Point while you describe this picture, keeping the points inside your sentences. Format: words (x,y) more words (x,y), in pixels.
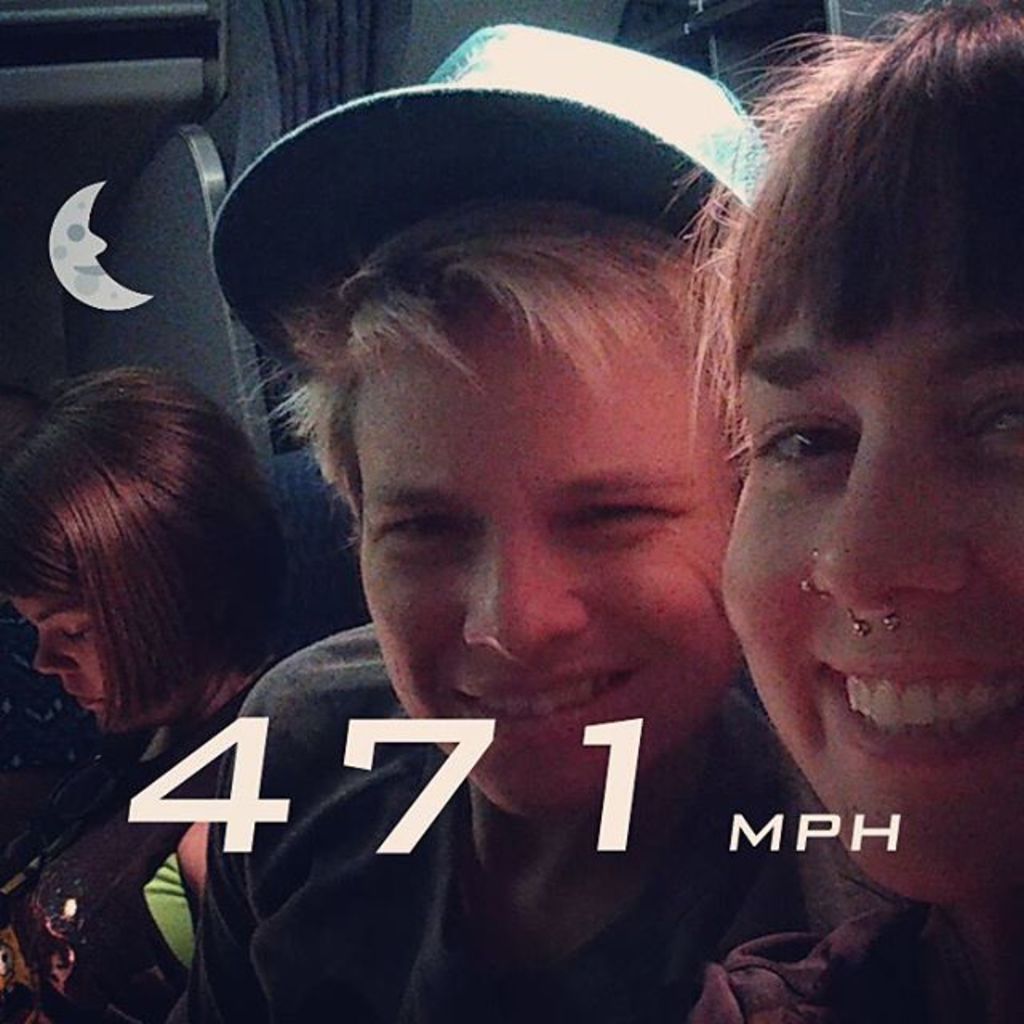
In this image we can see this woman (845,636) is smiling, this person (582,628) is wearing a cap (400,201) on his head (578,485) and in the background (143,722), we can see another woman (102,764) and curtains (373,76) here.
